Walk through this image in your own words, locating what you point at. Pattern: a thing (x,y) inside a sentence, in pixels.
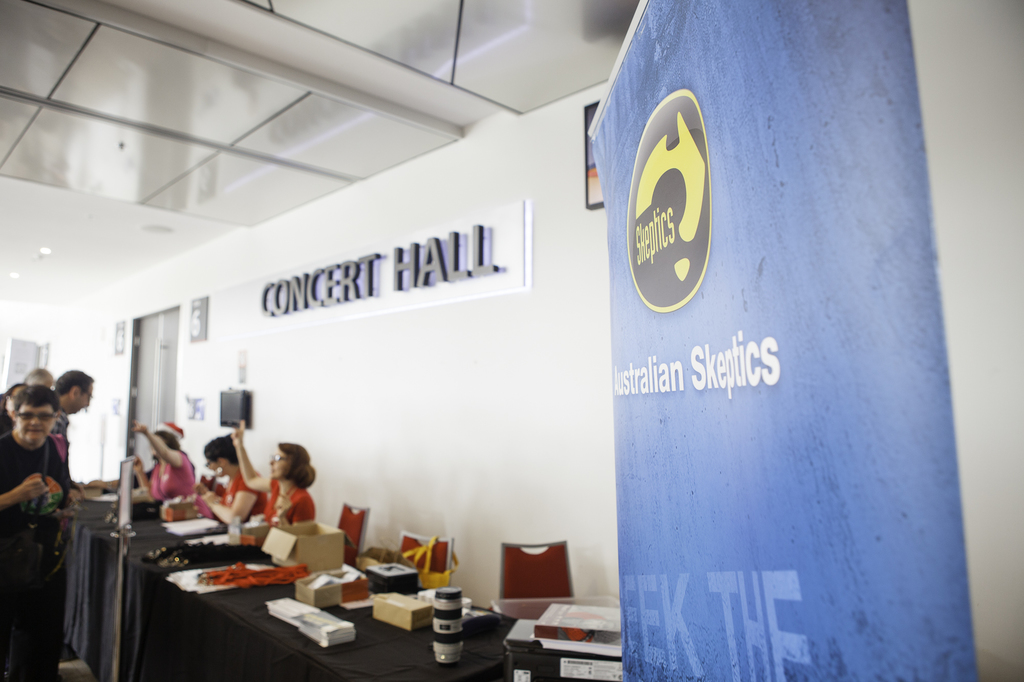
On the background (228,402) we can see frame (594,178), board (372,269), television (248,404) on a wall (339,403). This is a door (162,390). Here we can see persons (242,486) sitting on chairs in front of a table (388,651) and on the table (386,671) we can see boxes (331,603), id cards (272,581), cardboard box (314,543), papers (207,538). We can see few persons (61,559) standing near to the table (92,540). At the right side of the picture (828,324) we can see a banner (786,424).
